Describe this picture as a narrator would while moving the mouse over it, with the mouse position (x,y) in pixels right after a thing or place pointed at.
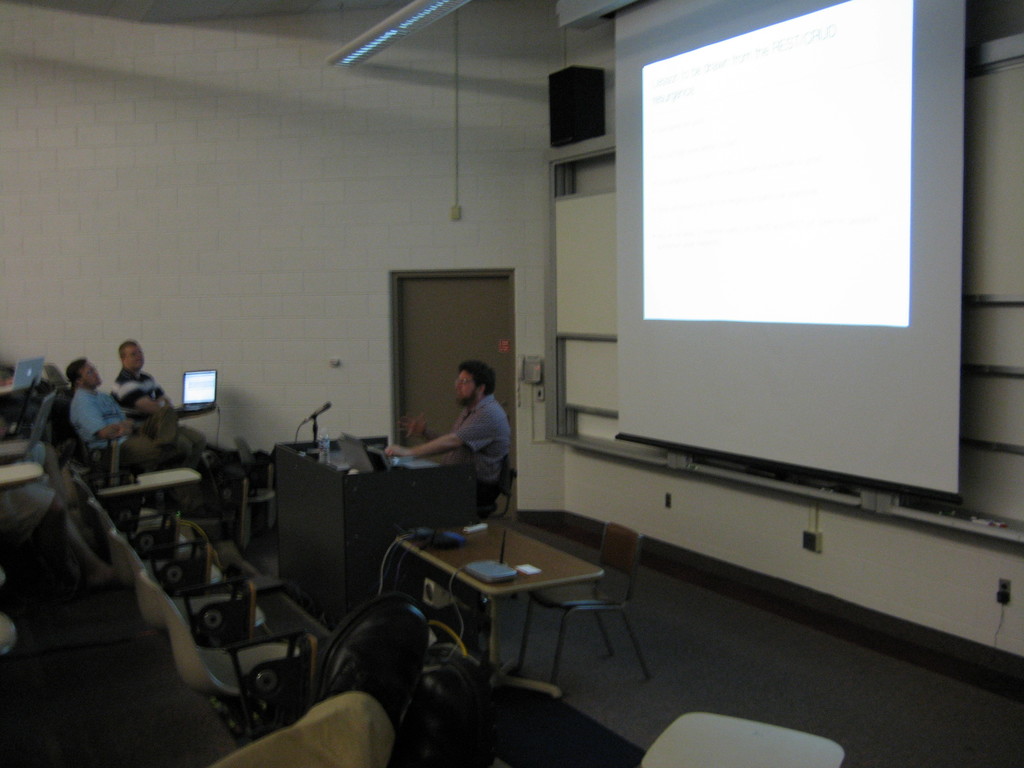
As we can see in the image there is a white color wall (294,175), light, screen (791,205), chairs (168,520), tables (461,571), few people (86,406) here and there and laptops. On this table (498,587) there is a router (489,563) and here there is a mic (317,432).
